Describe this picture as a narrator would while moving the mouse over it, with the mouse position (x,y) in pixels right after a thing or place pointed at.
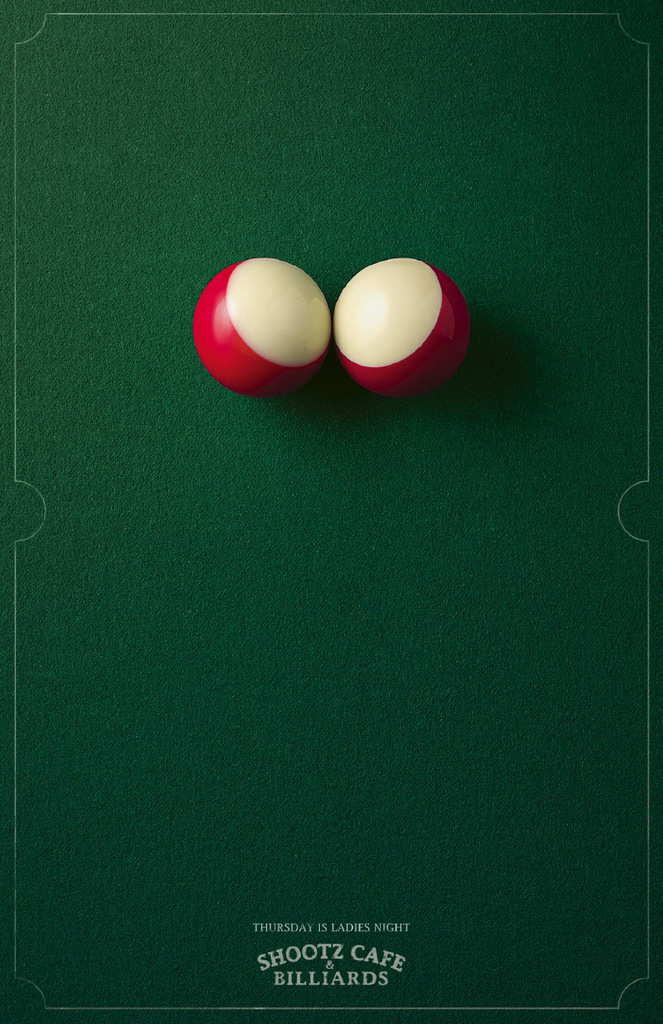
In this image, we can see balls (352,314) on the green surface (323,370). At the bottom of the image (368,960), we can see the text (343,973).
